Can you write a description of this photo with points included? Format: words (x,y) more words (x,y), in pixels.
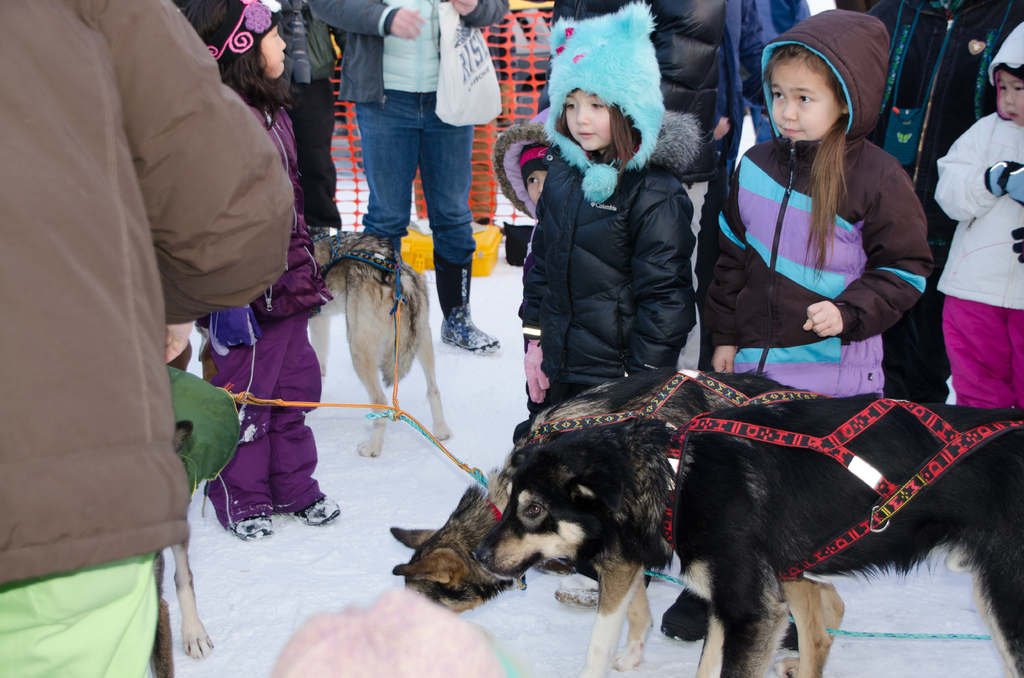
This image is clicked outside. There are so many people (689,228) in this image. There are kids (509,170) and dogs (607,445) too. There is ice (435,526) in the bottom (473,457). People (722,283) are wearing sweaters (751,309).
